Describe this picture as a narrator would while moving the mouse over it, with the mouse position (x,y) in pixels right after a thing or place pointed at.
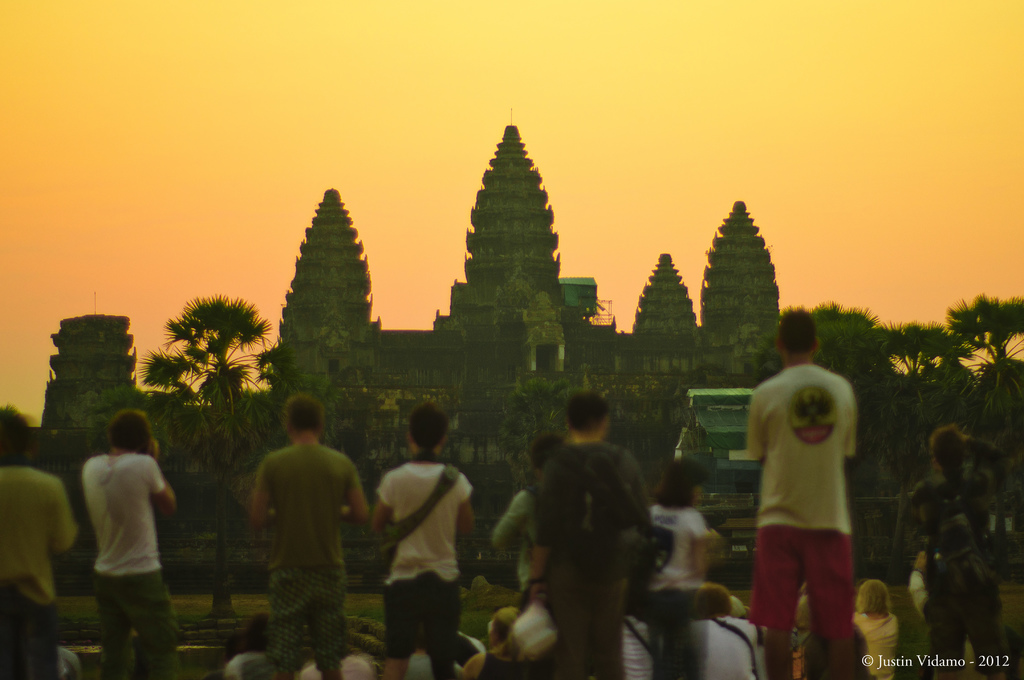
On the bottom right (886,665), there is a watermark (898,669). In the picture, there are persons (645,617), trees (155,370), buildings (81,343) and grass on the ground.
